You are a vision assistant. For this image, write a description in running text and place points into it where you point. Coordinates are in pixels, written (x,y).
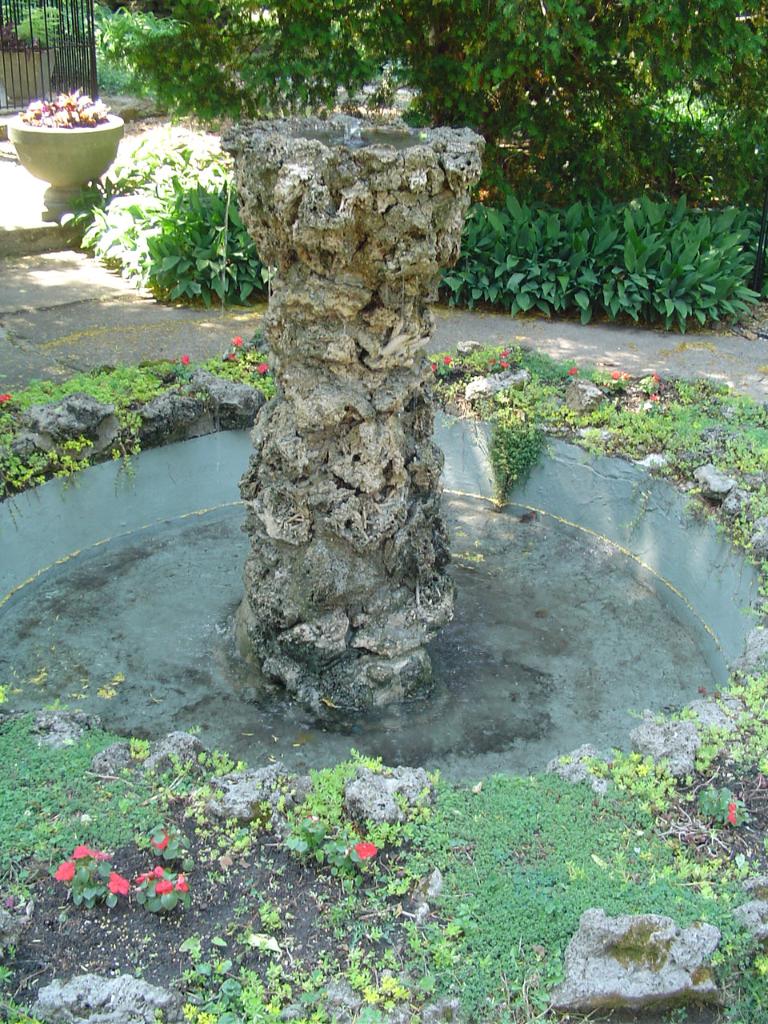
In this image there is a fountain (281,455), around the fountain (118,685) there are small plants (700,801), in the background (422,0) there are trees (452,32).
